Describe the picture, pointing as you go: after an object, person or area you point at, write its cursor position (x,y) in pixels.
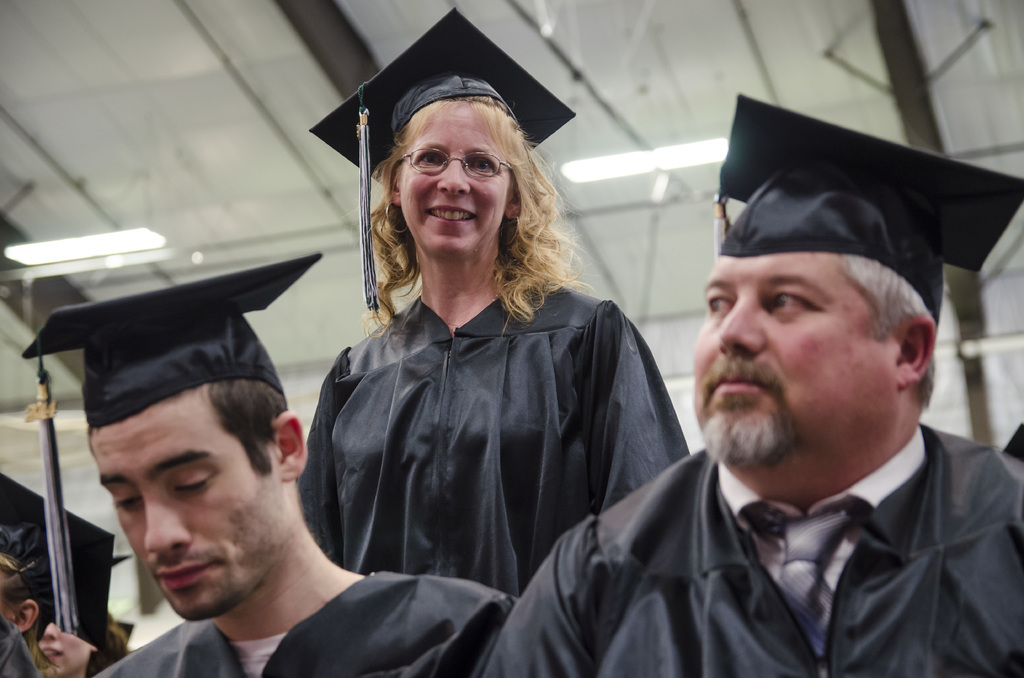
In the foreground of this picture (440,565), there are two man (454,611) and a woman (422,354) in black dresses (847,637) and a black convocation hats (93,313) on their heads (136,338). In the background (81,670), there is a person's head (28,557), ceiling (67,200), lights (58,249) and the poles (901,13).
